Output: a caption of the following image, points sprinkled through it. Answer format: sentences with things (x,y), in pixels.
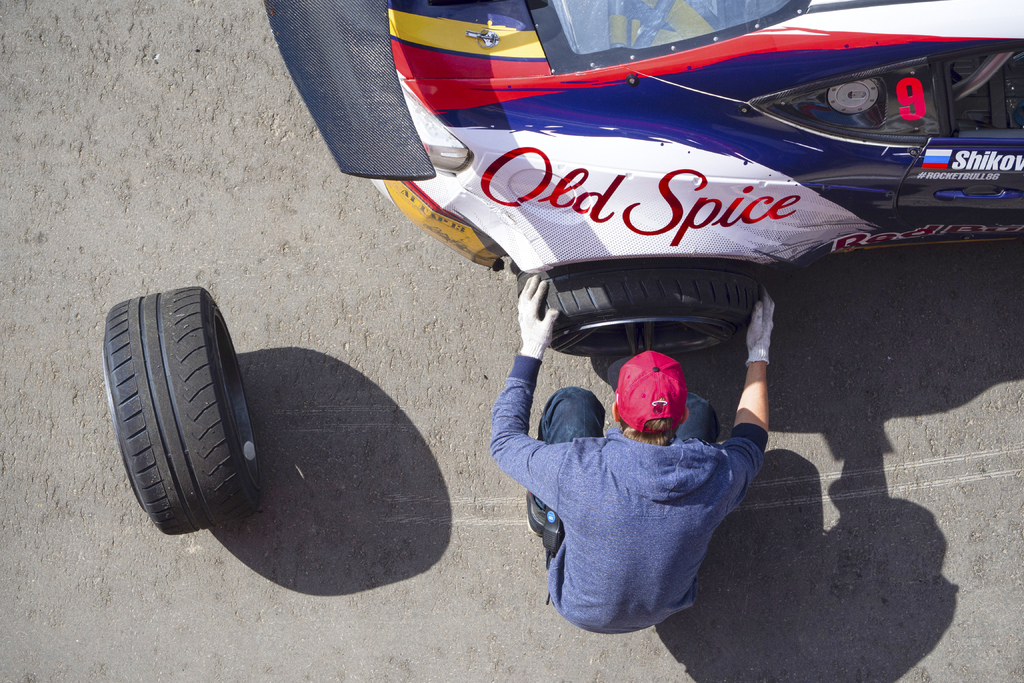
In the picture there is a vehicle (706,146) present, there is a person (645,369) sitting in a squat position and holding a wheel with the hands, beside the person (670,478) there is another wheel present on the road (98,588).
